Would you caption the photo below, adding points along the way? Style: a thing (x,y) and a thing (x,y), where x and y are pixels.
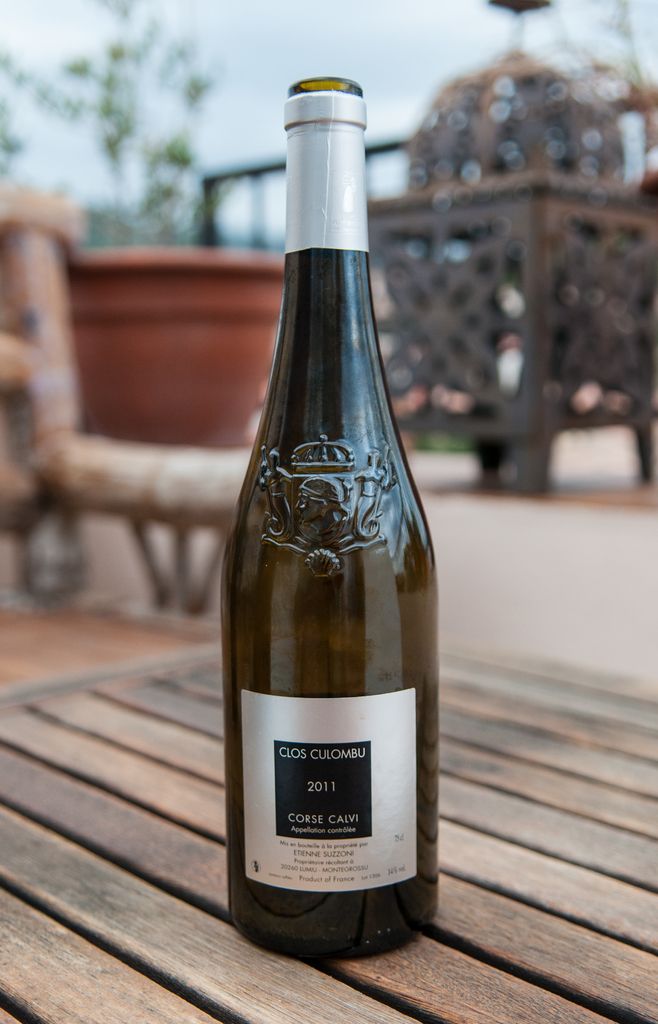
In this image I can see a bottle (270,816) on the table (465,914). At the back side (192,364) I can see a flower pot (136,263).
